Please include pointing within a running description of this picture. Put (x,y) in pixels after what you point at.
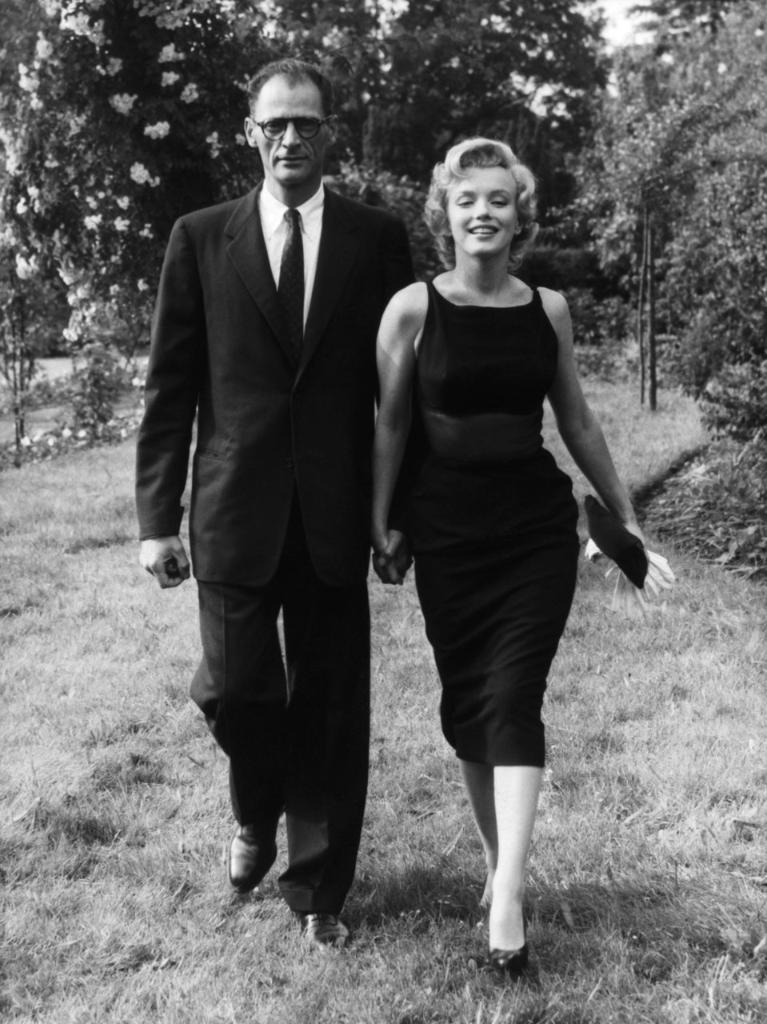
This is a black and white image. There are a few people (336,884). We can see the ground (206,874) with some grass (213,864), plants (703,513), trees (662,327).
